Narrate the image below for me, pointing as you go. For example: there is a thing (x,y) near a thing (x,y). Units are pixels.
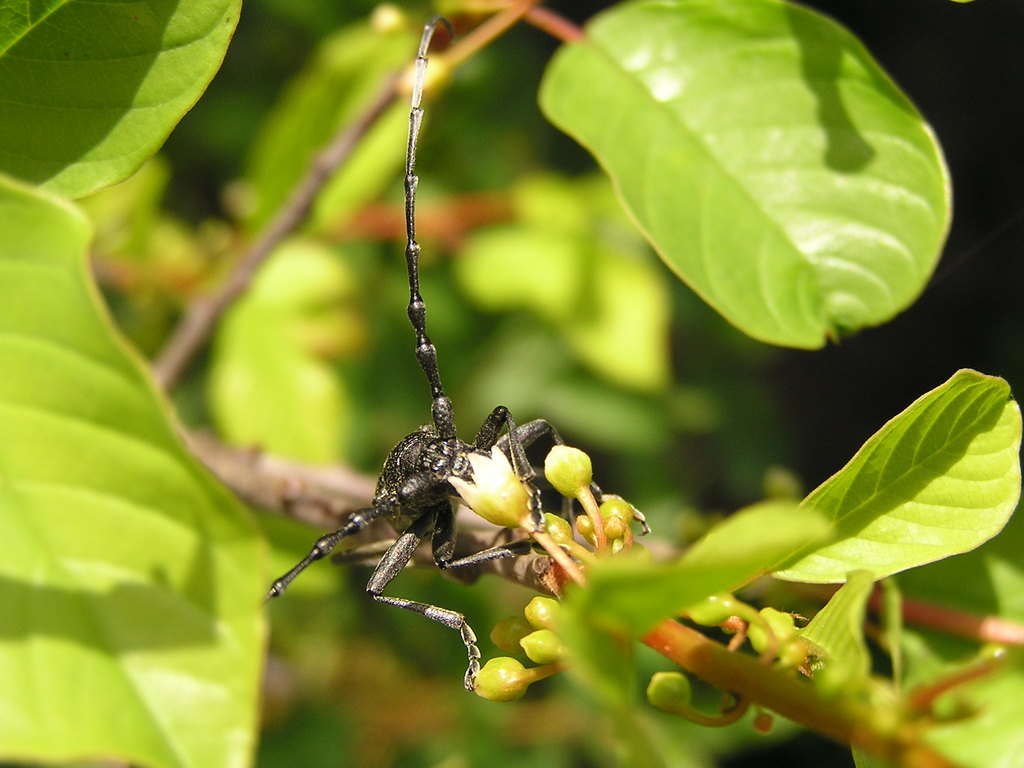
In this picture there is an insect (531,477) in the center of the image (444,447), on a stem (555,581) and there are leaves (526,306) around the area of the image.
